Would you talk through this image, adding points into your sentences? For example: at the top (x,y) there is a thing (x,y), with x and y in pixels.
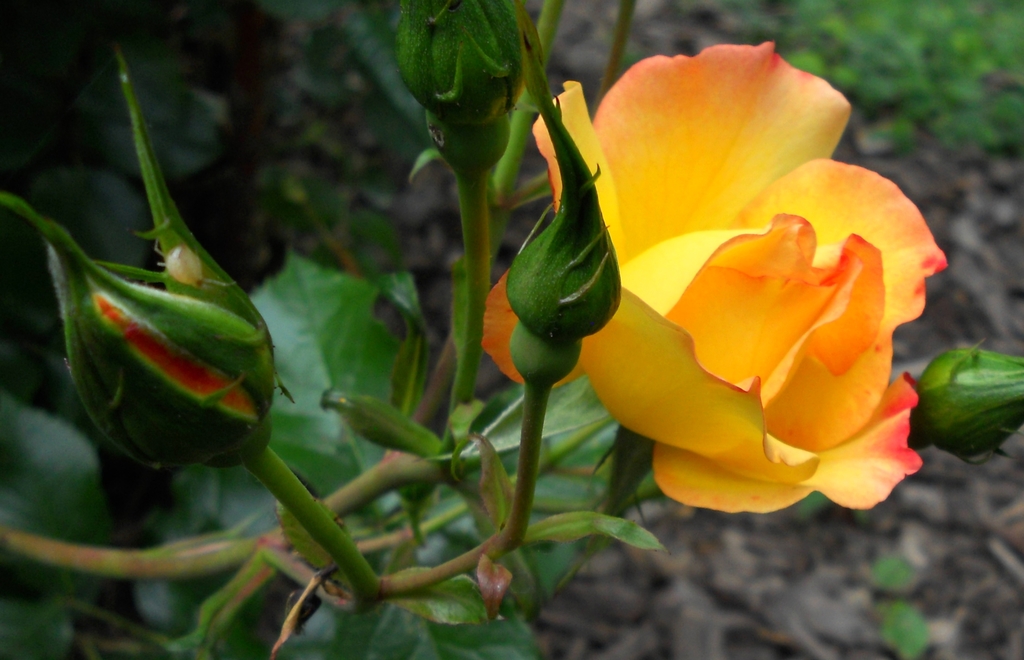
In this picture there is a rose (738,126) on the right side of the image (884,282) and there is a bud (164,335) on the left side of the image (209,334) and there is greenery (979,91) in the background area of the image (329,142).
